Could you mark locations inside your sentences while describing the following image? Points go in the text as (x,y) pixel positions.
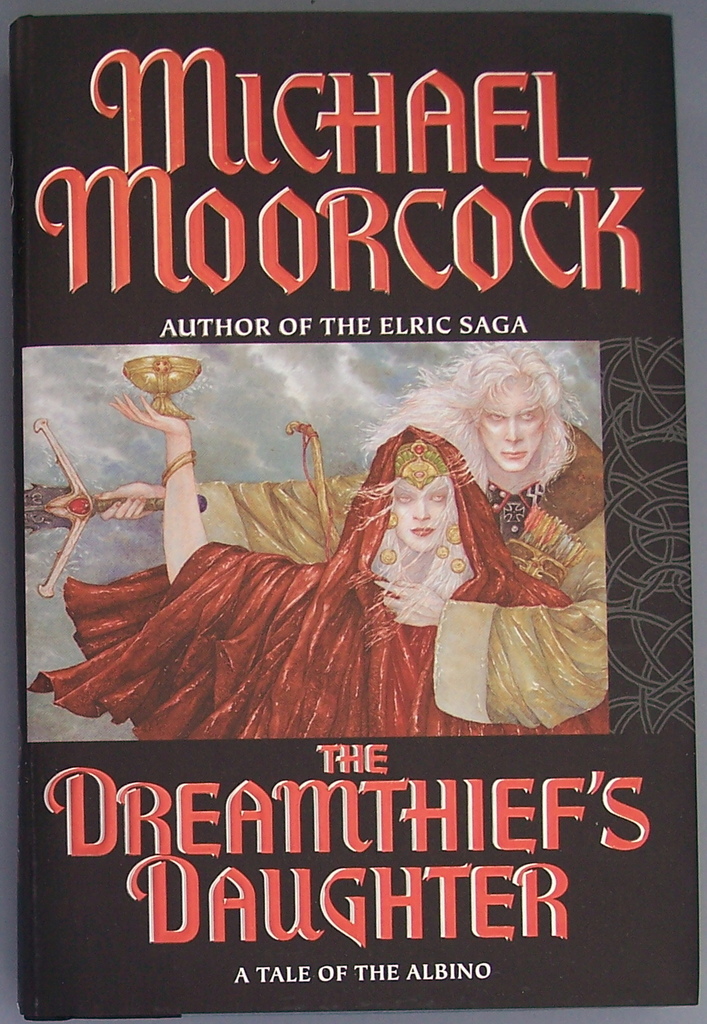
In this image I can see the cover page (349,305) of the book (576,397) on which I can see the picture (456,489) of two persons (404,544) and something is written.
